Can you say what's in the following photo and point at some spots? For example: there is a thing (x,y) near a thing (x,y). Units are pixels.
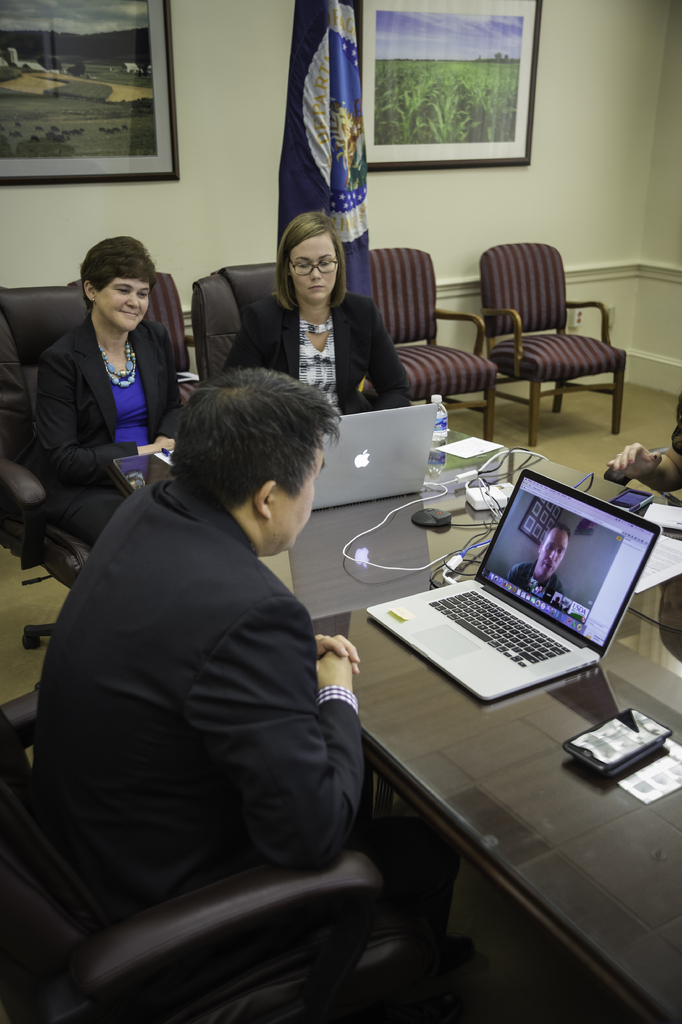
In this picture i could see some persons (179,617) sitting on the chair (217,367) near the black color table (379,685). The person (282,744) in the left corner (206,707) is watching a video in the laptop (522,597) and the persons (286,344) in the upper picture are watching the laptop (389,424) too and there are two wall frames (89,139) hanging on the wall (186,145).
